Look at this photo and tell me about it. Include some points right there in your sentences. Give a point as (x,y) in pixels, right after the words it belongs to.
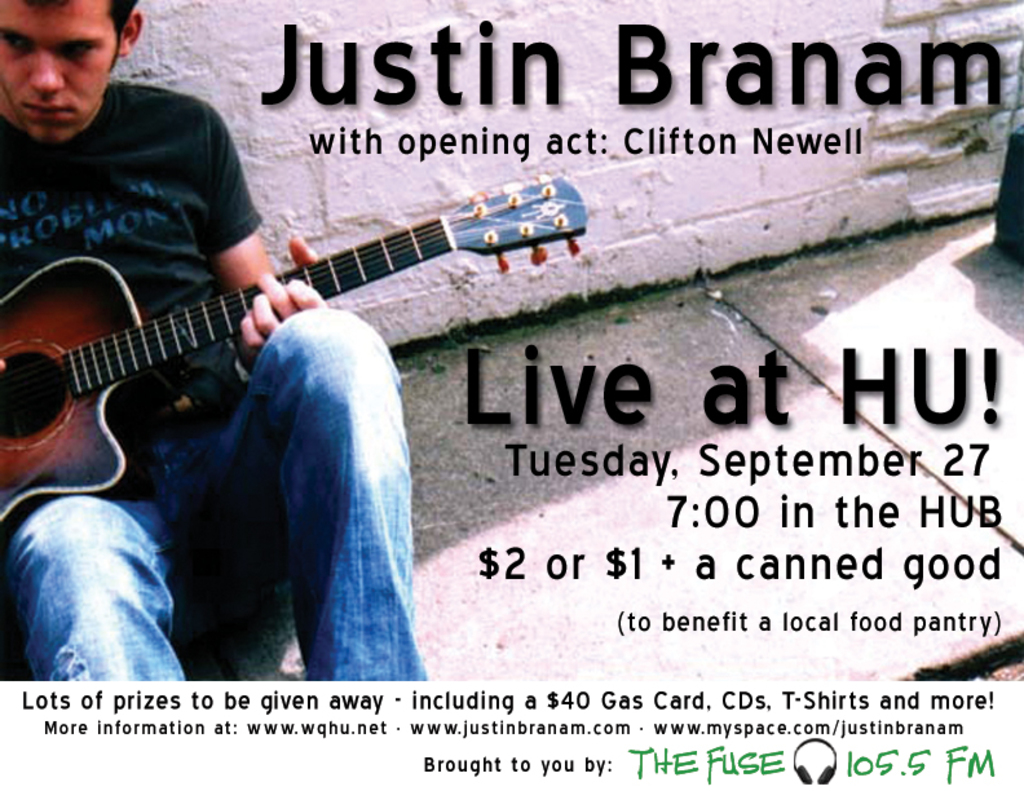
In this image I can see a man (169,370) is playing guitar (74,424). I can also see the man (148,228) is wearing a black t-shirt (153,229) and blue jeans (352,510).
